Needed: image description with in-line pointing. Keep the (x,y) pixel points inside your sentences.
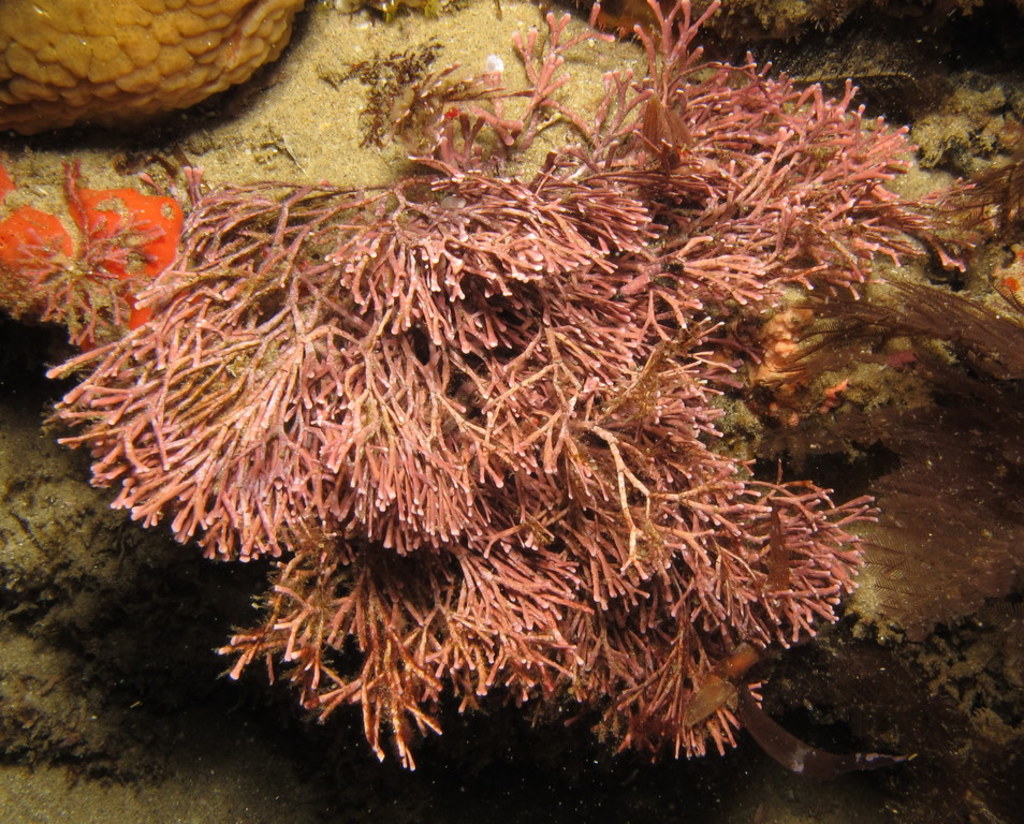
In this image we can see the sea grass (547,574) underwater and some objects (190,53) in the sea (199,707).
